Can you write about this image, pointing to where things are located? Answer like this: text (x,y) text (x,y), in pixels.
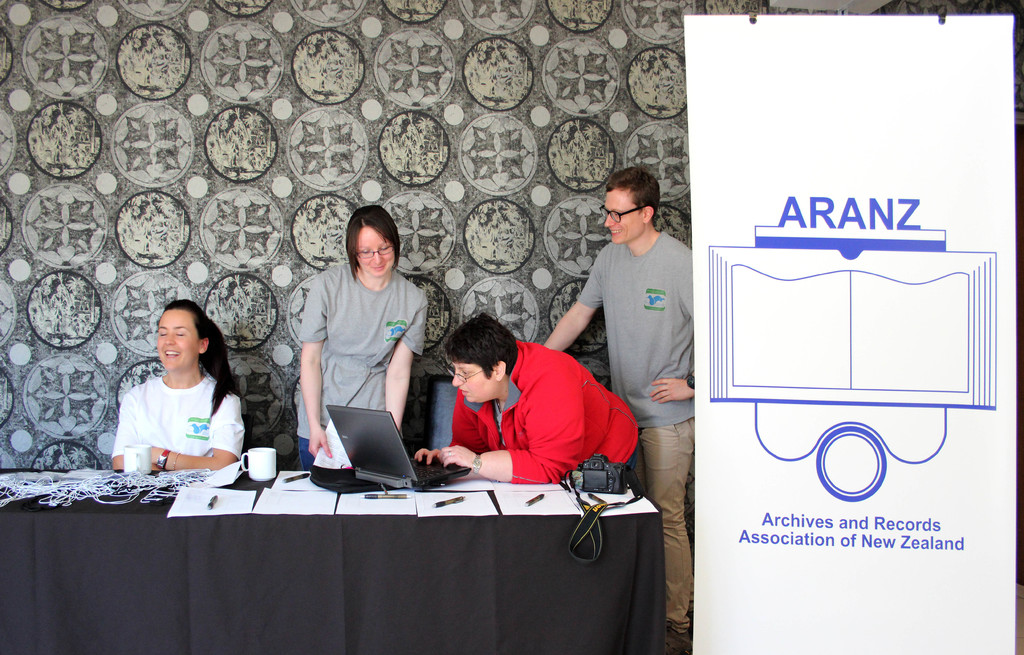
Here we can see four persons (613,445). This is a table (426,606). On the table (190,556) there is a cloth (375,583), papers (192,508), pens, cup (254,454), camera (618,491), and a laptop (420,464). This is a banner (758,176). In the background (316,78) we can see a wall (515,77).
